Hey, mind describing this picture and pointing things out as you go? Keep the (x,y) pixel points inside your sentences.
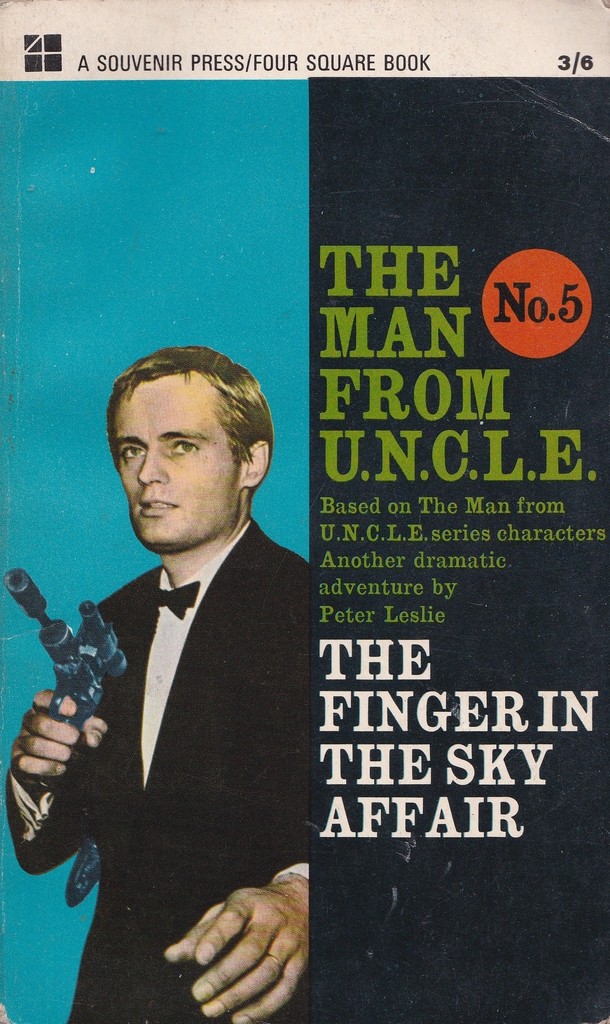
This image is of a paper (111,532). In which there is a depiction of a person (292,660) and there is some text (360,721).
